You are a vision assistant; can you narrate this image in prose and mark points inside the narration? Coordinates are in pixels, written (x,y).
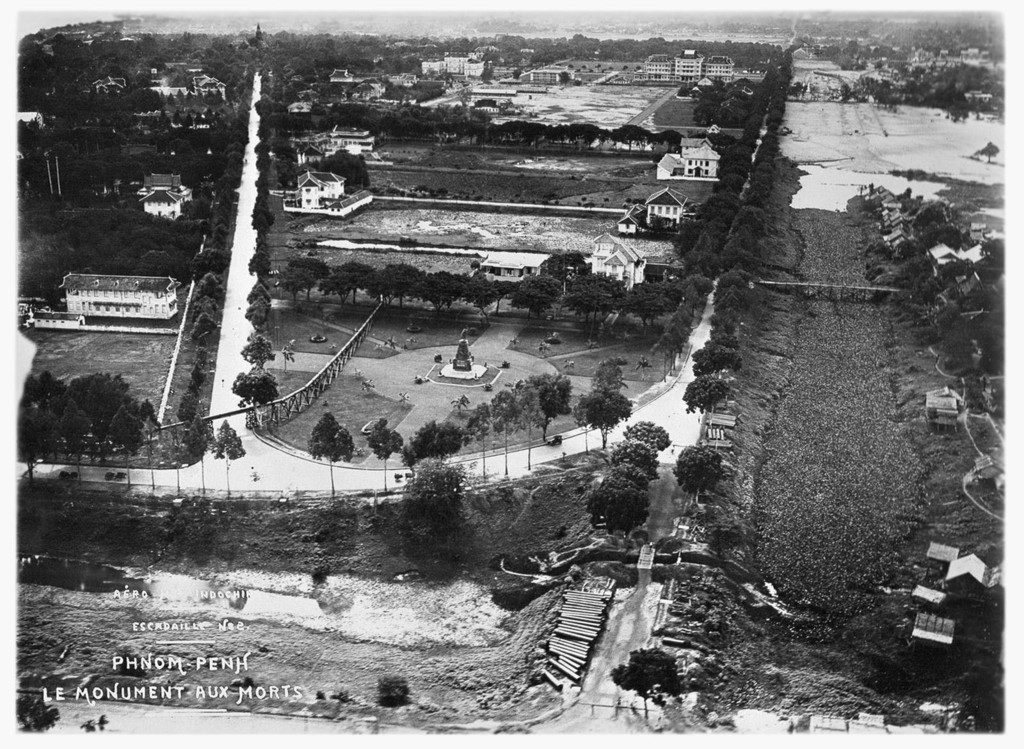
This is a black and white image and top view of a city (370,366) and in the left bottom corner (61,690) I can see some text (141,596).
